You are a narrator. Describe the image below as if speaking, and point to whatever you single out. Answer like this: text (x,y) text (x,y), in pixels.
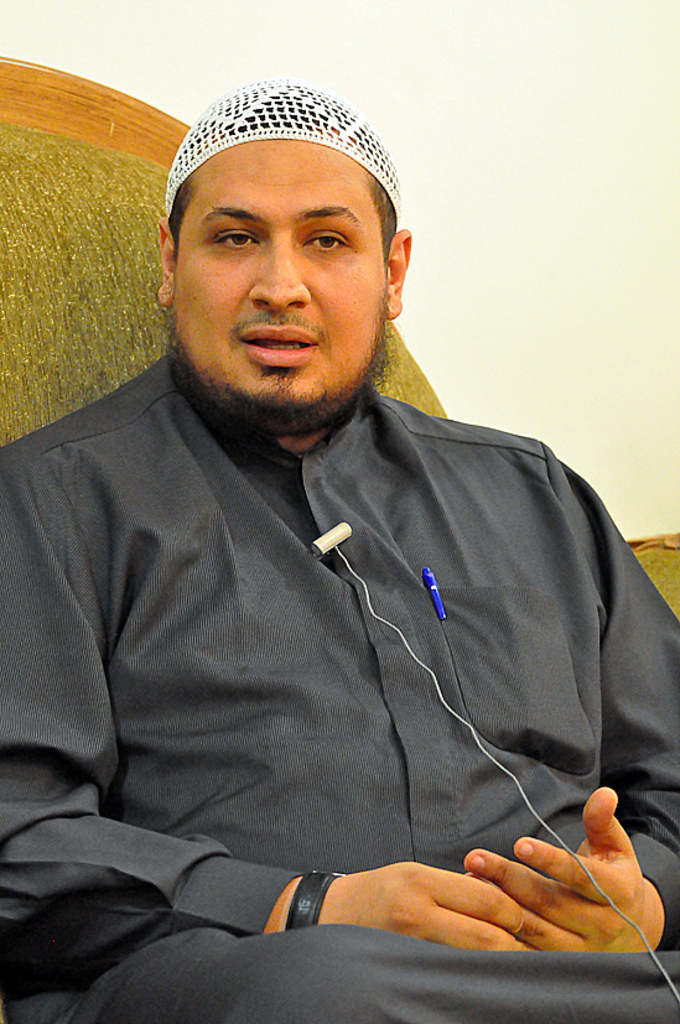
In this picture, we see a man (306,643) in the grey shirt (295,629) is sitting on the chair (24,413). He is wearing a white Islamic skull cap (239,111). He has a pen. I think he is trying to talk something. In the background (469,153), we see a white wall (499,289).
